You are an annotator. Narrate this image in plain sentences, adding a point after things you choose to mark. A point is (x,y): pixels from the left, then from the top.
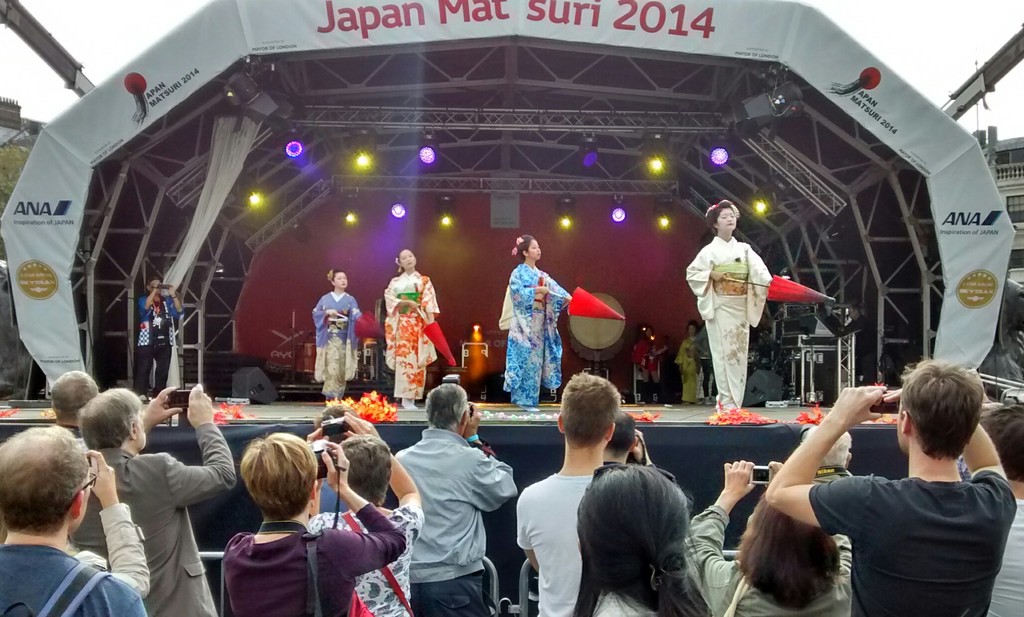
In this image we can see a few people (441,483), among them, some people (361,504) are standing on the ground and holding the objects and some are doing the dance on the stage (308,323) and holding the objects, there are some focus lights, metal rods (203,299), banner (689,25) with some text (677,22) and some other objects (834,374), in the background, we can see the buildings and the sky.
